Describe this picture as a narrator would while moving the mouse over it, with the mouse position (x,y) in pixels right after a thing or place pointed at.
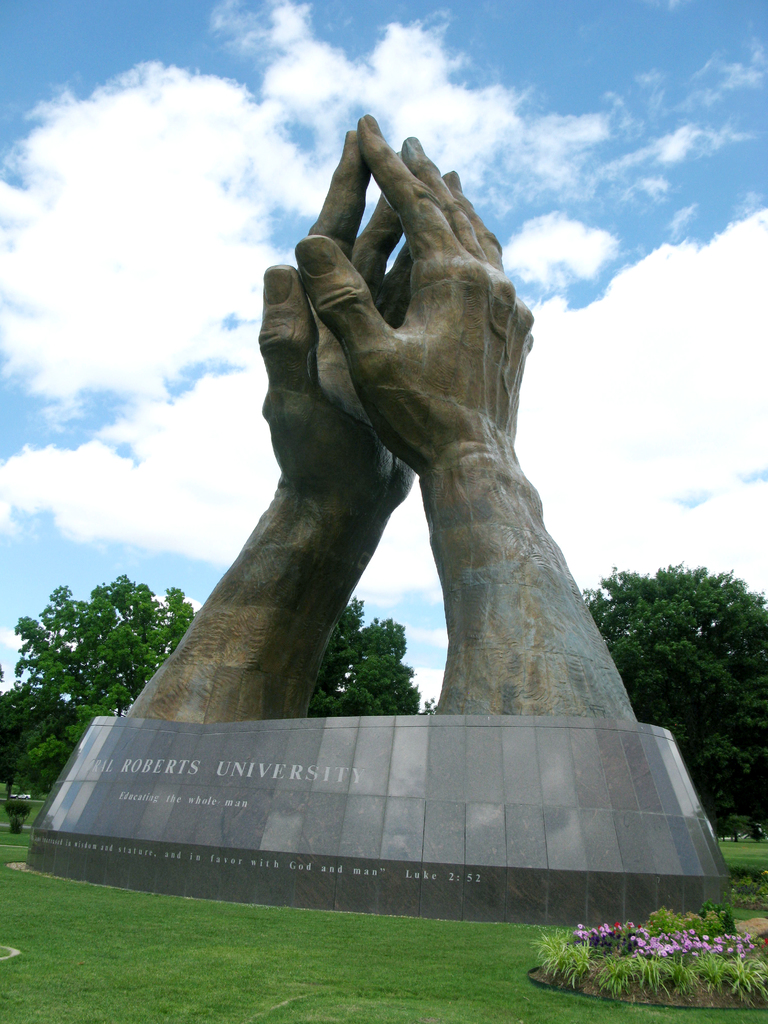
This is the picture of a statue (522,347). In this image there is a statue (384,287) of hands (403,331) and there is a text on the wall (296,727). At the back (766,736) there are trees (666,717). At the bottom (149,964) there is grass (316,949) and there are plants (756,975) and flowers (717,939). At the top (531,91) there is sky (479,88) and there are clouds (155,184).
